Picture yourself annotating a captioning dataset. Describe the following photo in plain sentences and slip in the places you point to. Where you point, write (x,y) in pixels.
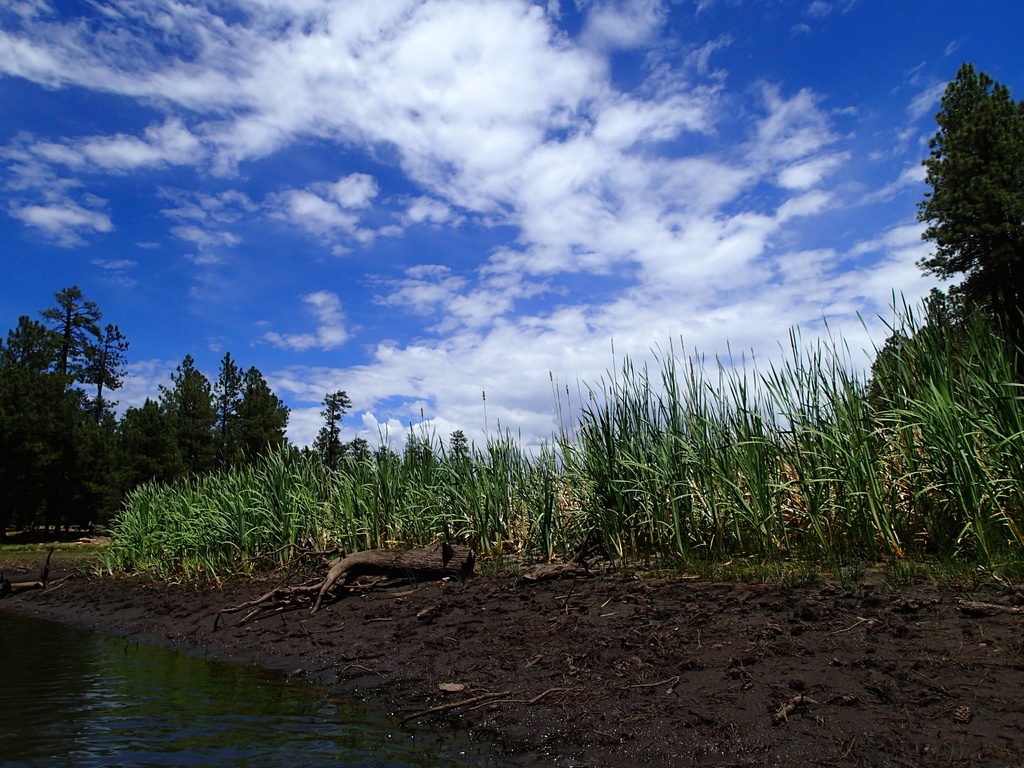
In this image I can see water (175,667), wood (277,590), grass (1008,543), number of trees (55,505) and in the background (558,200) I can see clouds (635,224) and sky (592,227).
